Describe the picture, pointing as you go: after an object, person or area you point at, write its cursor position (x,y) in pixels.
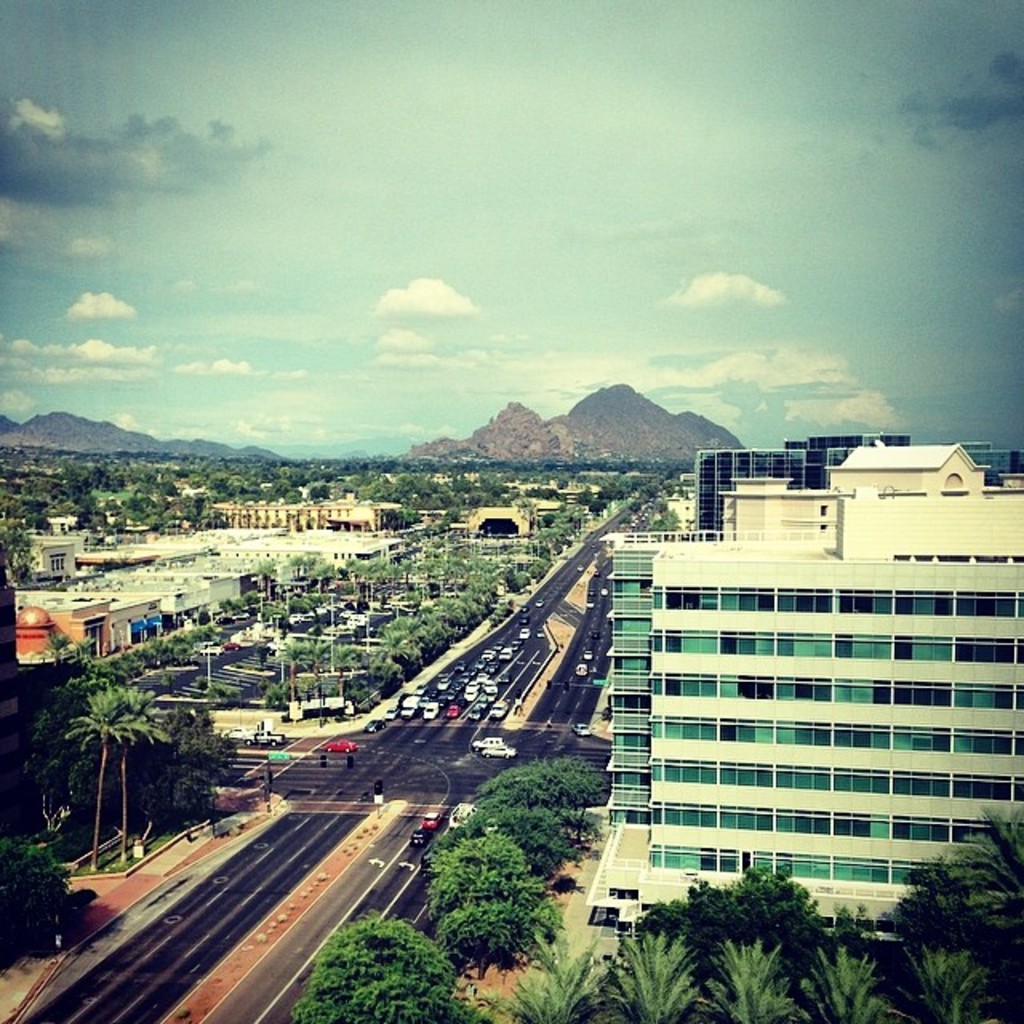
In this image, we can see some buildings (737,715) and trees (519,840). There are vehicles (494,664) on the road (531,639) which is in the middle of the image (540,617). In the background of the image (869,210), there is a sky (273,210).
